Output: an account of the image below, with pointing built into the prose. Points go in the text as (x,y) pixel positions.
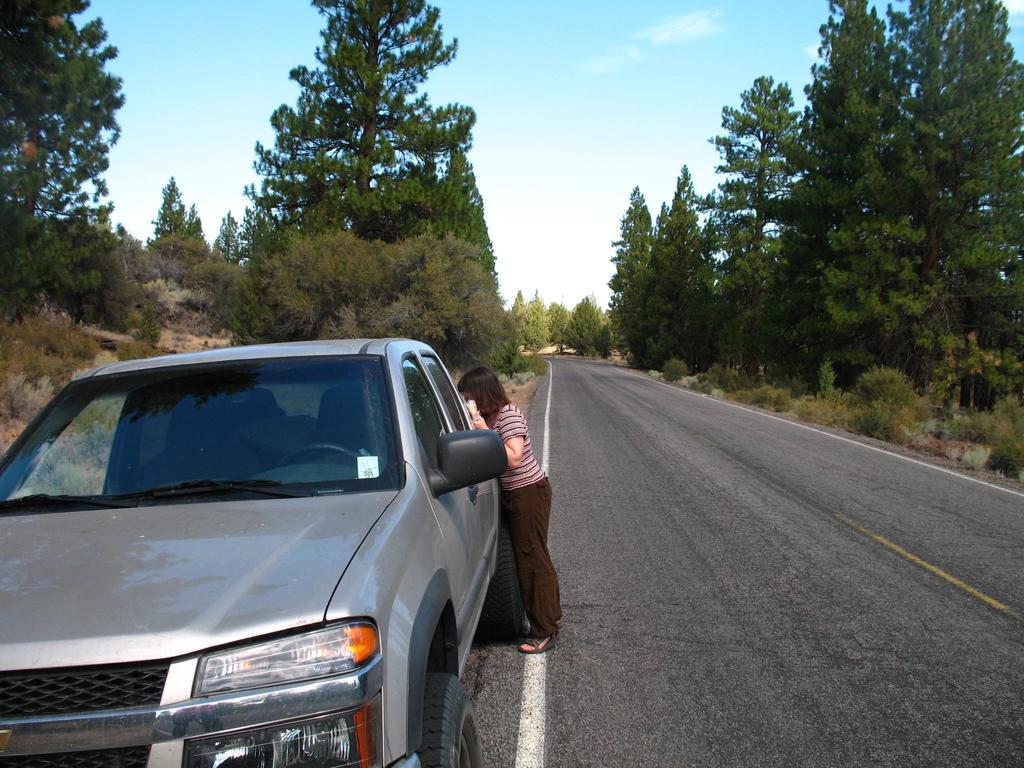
Left side of image (150,543) there is a car (286,501) beside the road (512,690). A person (533,647) is standing beside the car (510,578). On both sides of the road (717,402) there are few trees (497,359). Top of image (581,130) there is sky (501,143).
